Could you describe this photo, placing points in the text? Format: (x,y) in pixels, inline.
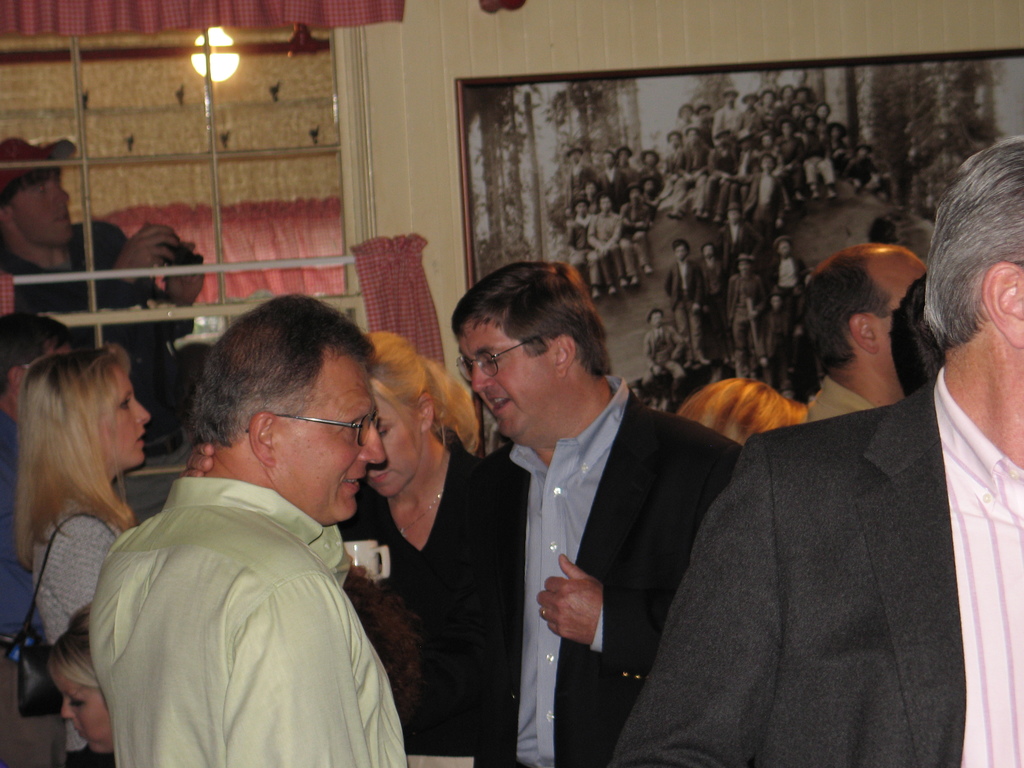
As we can see in the image there are group of people (780,702) standing here and here, wall (417,5), window (289,171), light (216,38) and photo frame (602,263).
